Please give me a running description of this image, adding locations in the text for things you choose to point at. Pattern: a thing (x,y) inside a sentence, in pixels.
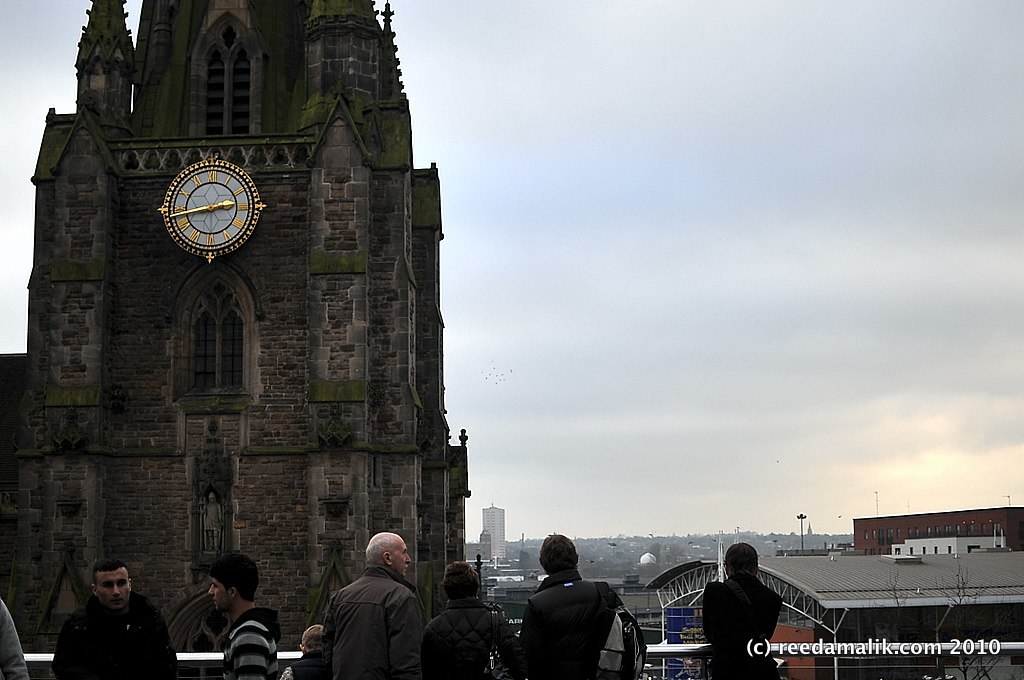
In this image we can see a few people (260,612), there are buildings (325,328), there is a wall clock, there are poles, also we can see the sky (833,298), and the text (789,651) on the image.
